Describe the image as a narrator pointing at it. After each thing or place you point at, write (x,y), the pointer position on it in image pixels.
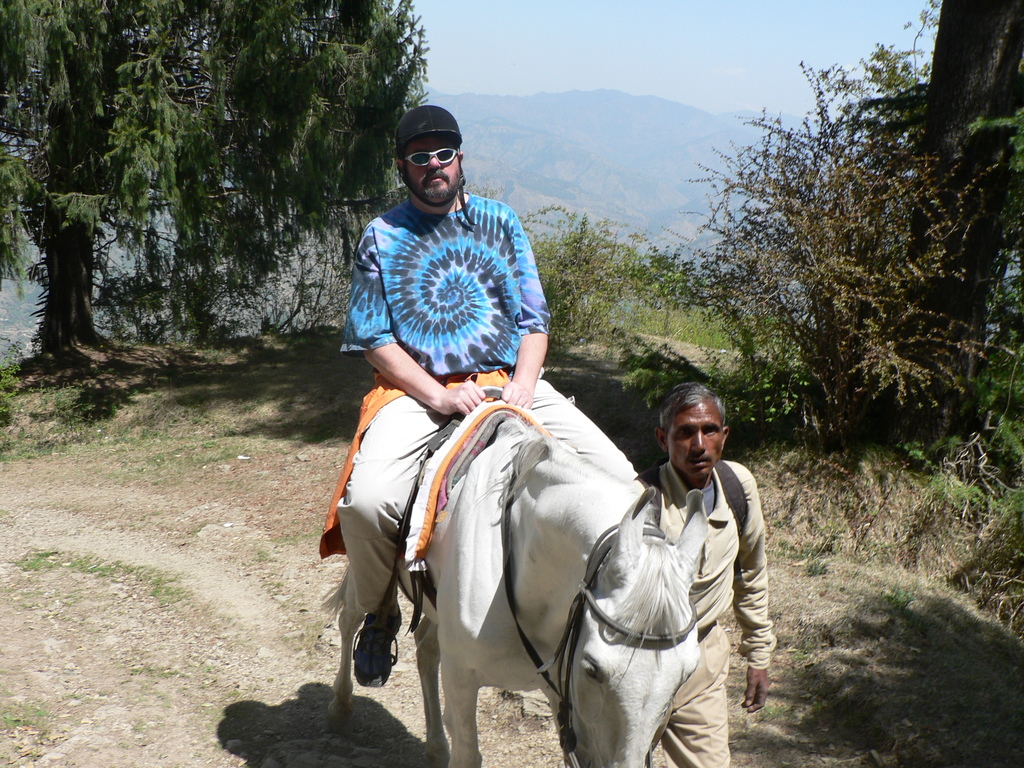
This is the picture of a man (535,358) who is sitting on the horse (616,482) and the other man (716,518) holding the horse (538,520) and behind them there are some trees (158,178), plants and some mountains (487,105).
